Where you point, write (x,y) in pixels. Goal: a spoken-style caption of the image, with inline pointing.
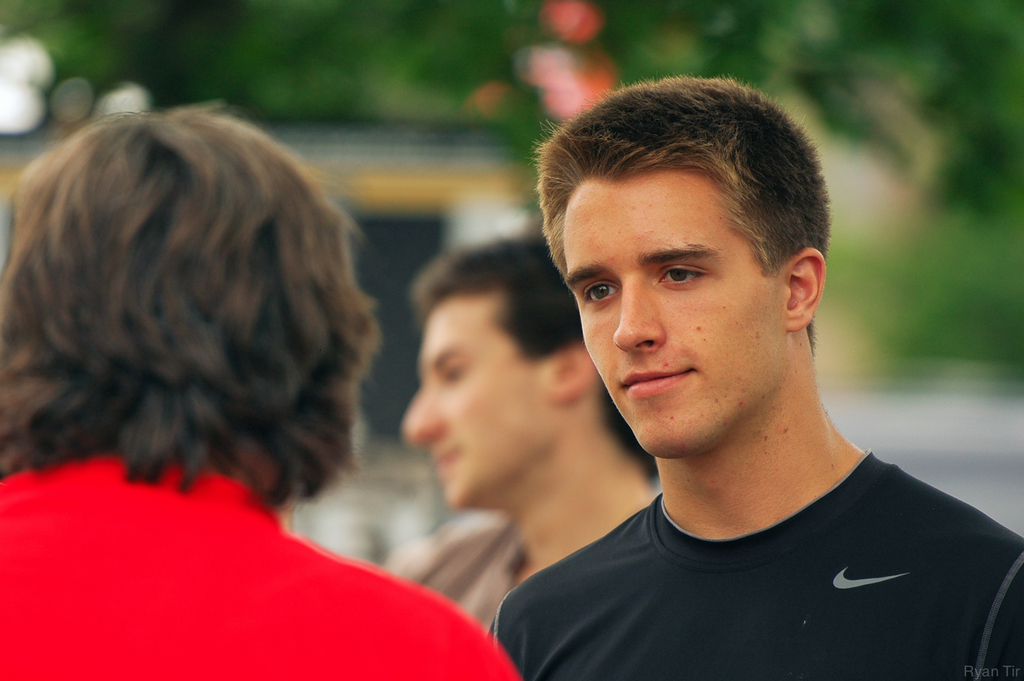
In this picture we can see three people (412,598) where a man (772,318) smiling and in the background (148,43) we can see trees (624,31) and it is blurry.
